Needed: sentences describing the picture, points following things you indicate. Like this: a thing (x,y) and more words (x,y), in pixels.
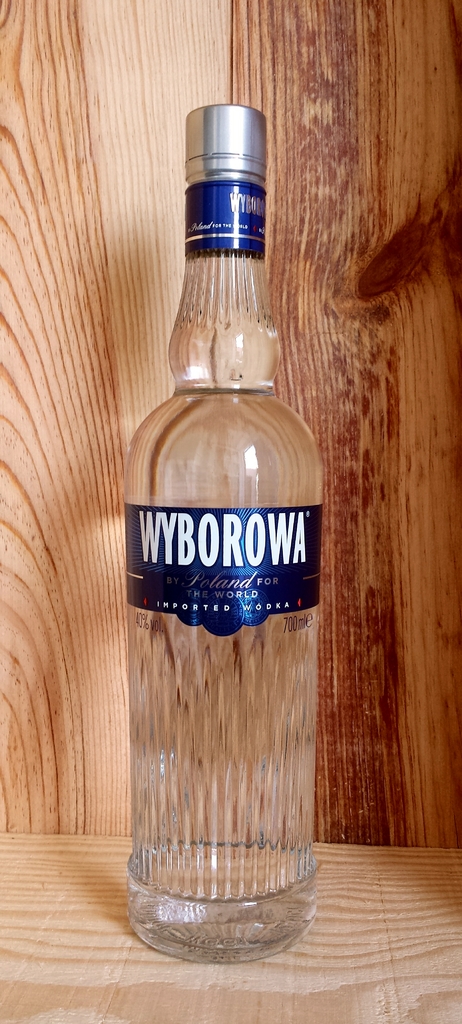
As we can see in the image there is a bottle (204,433) on table (258,992).
